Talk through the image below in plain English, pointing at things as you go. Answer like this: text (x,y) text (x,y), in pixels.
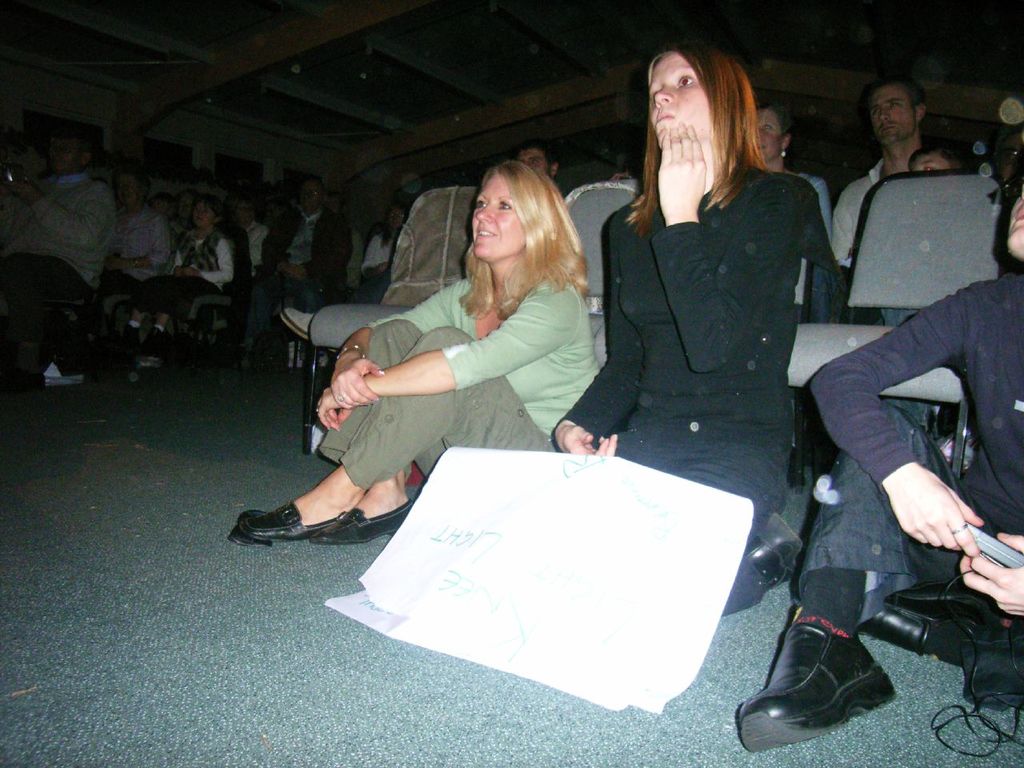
This picture might be taken in a theater (144,106) in this picture there are a group of people (524,264) who are sitting and they are watching something, at the bottom (336,681) there is floor (240,475) and one person (736,294) is holding one board (585,562). On the top (270,92) there is ceiling (270,92) and some poles (544,106).
